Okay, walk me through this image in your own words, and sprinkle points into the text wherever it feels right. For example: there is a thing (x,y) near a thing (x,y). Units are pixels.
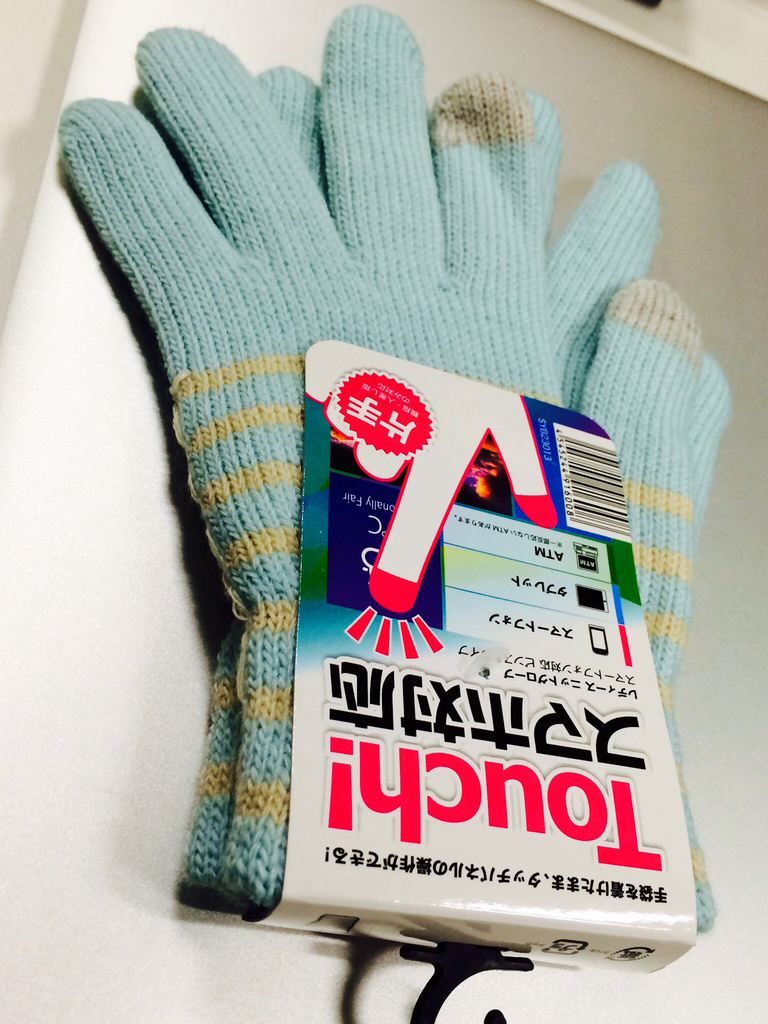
In this image we can see there are woolen gloves (298,476).
